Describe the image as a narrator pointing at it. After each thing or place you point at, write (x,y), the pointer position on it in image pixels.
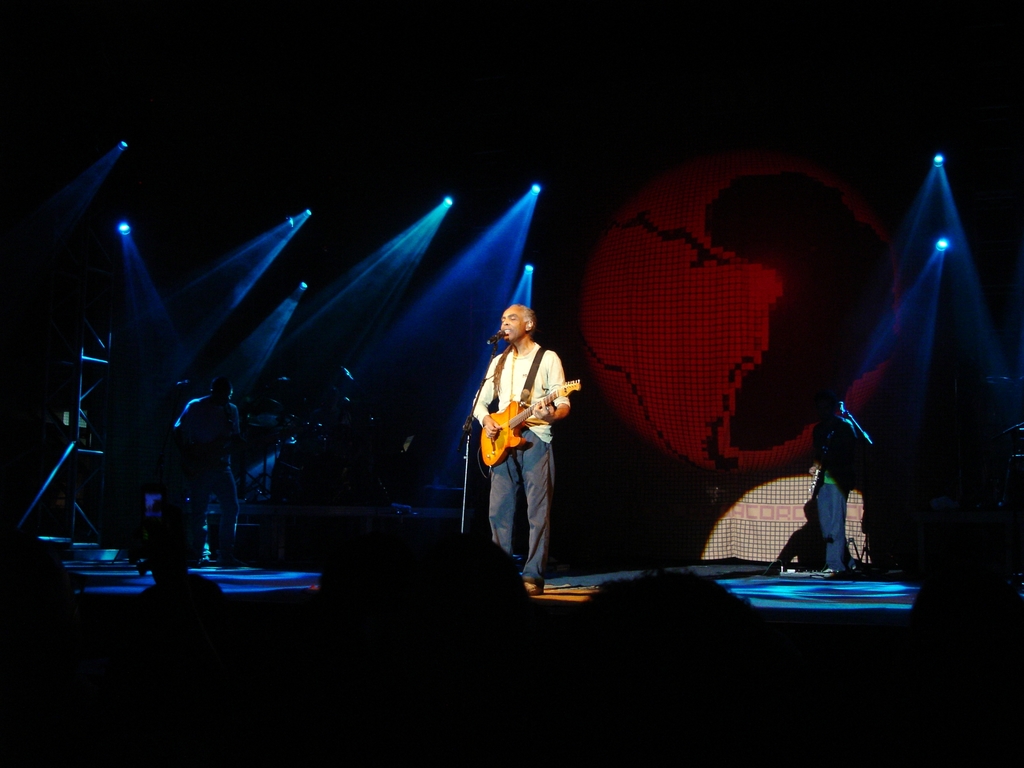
There is a man (515,483) standing on the stage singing and playing guitar (502,432) in his hands (491,425). There is a mic (496,337) in front of him. In the background (509,238) there are some lights (483,265) here.
